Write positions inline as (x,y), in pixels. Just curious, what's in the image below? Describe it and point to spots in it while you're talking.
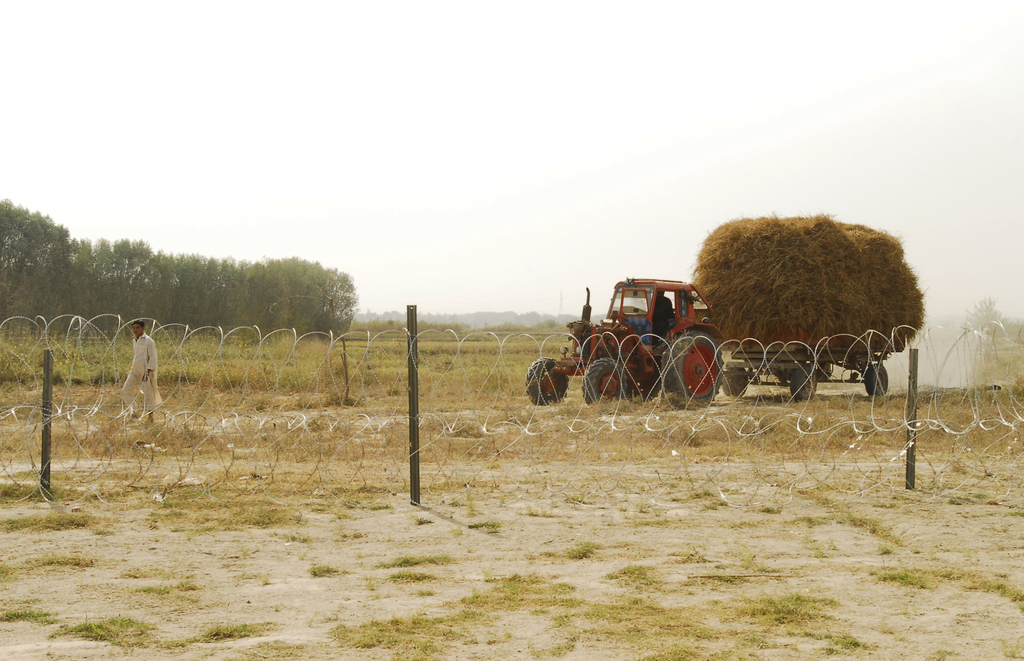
In this picture we can see some grass (829,604) on the ground (70,557). There are a few poles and a wire fence (363,358) being visible from left to right. We can see a person (142,336) walking on the path (400,410). There is a grass (742,296) on a tractor (692,397). We can see a few trees (232,279) in the background (79,277).
